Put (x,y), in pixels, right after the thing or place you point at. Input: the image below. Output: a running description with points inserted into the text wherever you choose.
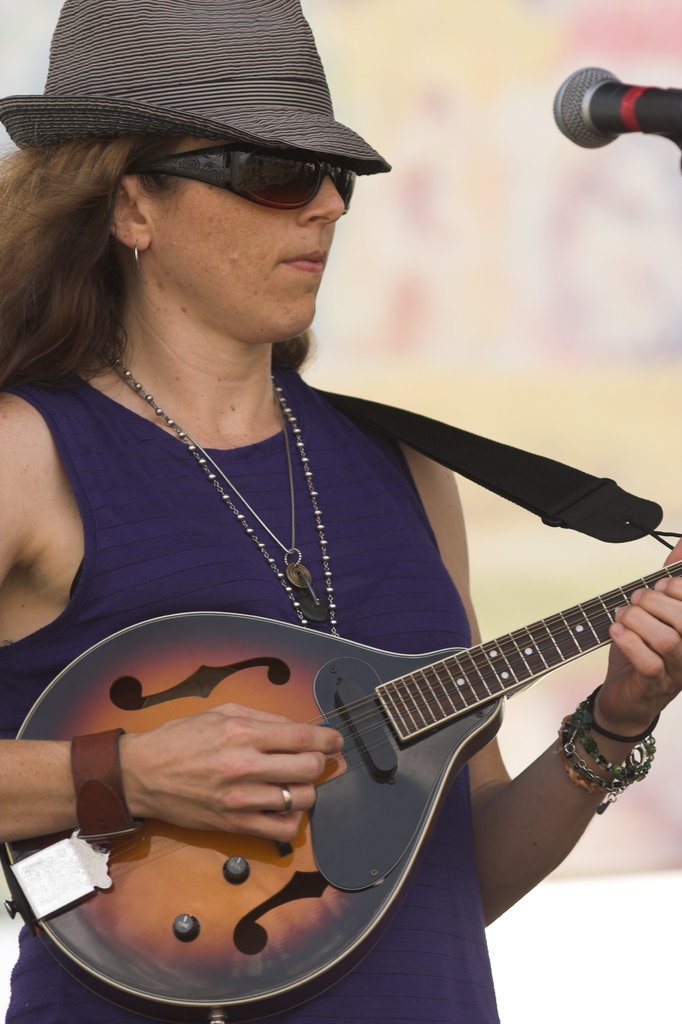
This woman (429,866) wore purple t-shirt (165,583), chain (307,576), hat (279,130), sunglasses (321,184) and playing mandolin (345,699) in front of mic (578,121).
